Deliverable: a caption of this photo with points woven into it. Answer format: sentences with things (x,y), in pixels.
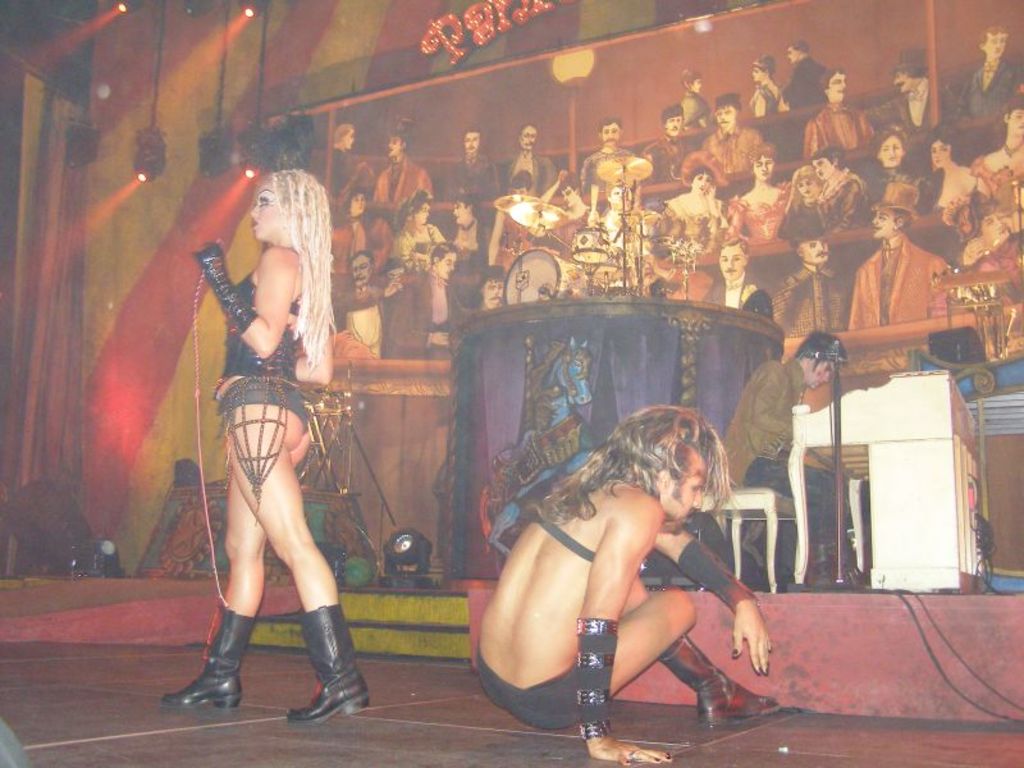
In this image we can see a man (654,507) is sitting on the ground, beside a woman (279,207) is standing, at back (780,412) there a man (791,373) is sitting, in front here is the piano (909,402), there are musical drums (585,284), there is the light (212,157), there is a wide photo frame (347,180), at back (151,213) there is a red and yellow wall (153,196).
